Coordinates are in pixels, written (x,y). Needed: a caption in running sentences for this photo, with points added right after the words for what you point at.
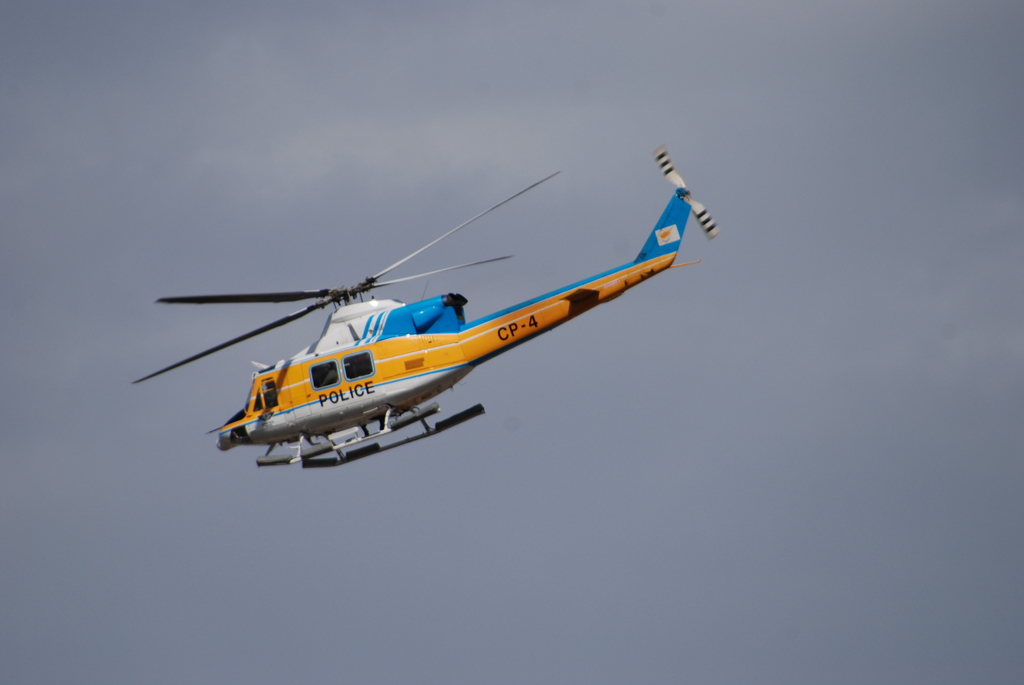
In this image there is a helicopter (379,433) flying in the sky (179,351) with some text (365,387) and number (524,328) written on it and the sky (890,388) is cloudy.
